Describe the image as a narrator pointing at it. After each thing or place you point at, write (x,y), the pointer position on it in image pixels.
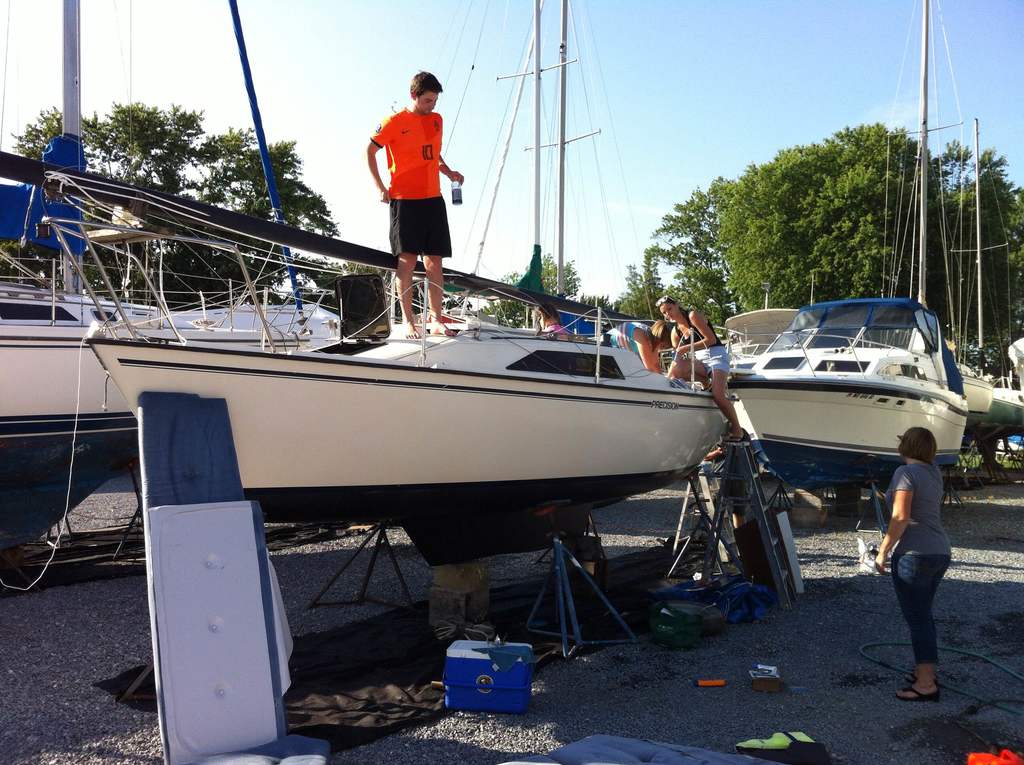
In the foreground of this image (437,263), there are people (437,227) standing on a boat (524,411) which is on two stands (577,603) on the ground (577,675). We can also see a woman (919,570) standing on the ground (945,696), a pipe (1012,671), ladders (767,536), a blue basket (465,669) and few more objects (690,613) on the ground (511,739). In the background (54,357), there are boats (805,330) trees (230,163) and the sky (695,106).
